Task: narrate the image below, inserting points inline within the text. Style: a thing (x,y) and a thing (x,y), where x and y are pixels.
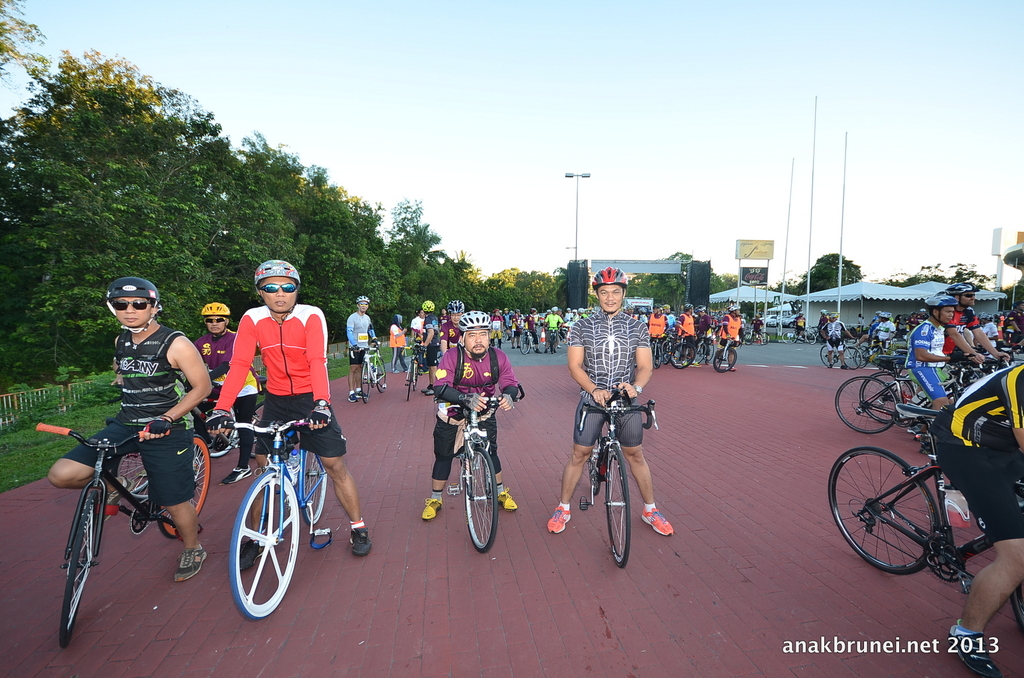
In this image I can see people (628,312) are holding bicycles (118,442) and wore helmets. In the background of the image (729,282) there is a grass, trees (729,282), hoardings (742,282), poles (841,230), lights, tents (758,287), sky (857,154) and objects (1020,265). On the right bottom of the image (943,642) there is a watermark (901,651).
